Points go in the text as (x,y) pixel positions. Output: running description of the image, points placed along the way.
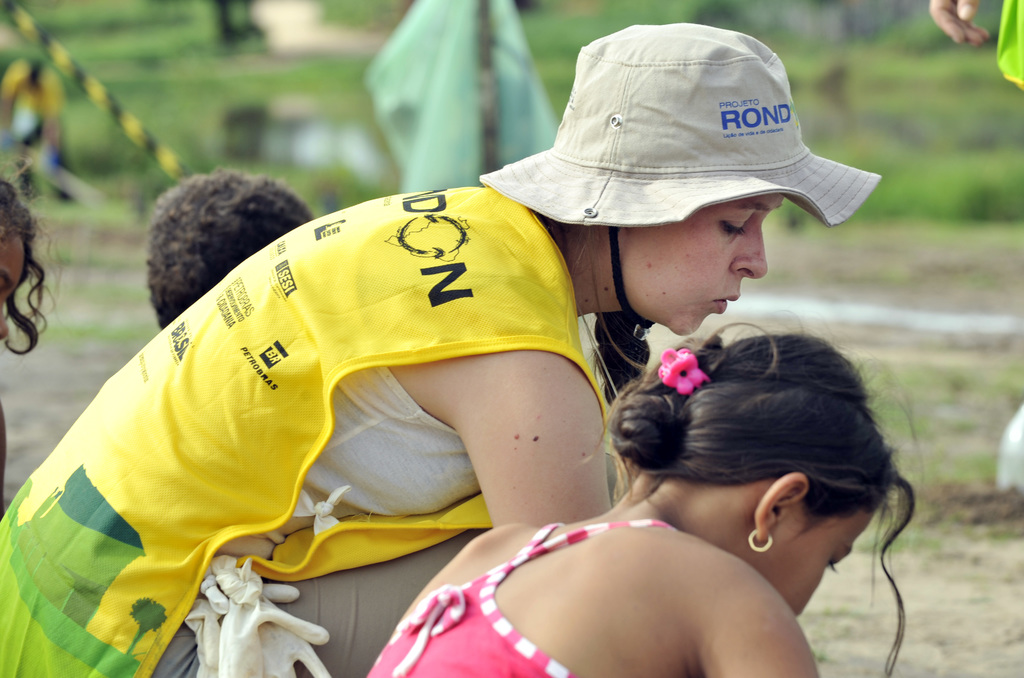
This image is taken outdoors. In the background (86,273) there is a ground (842,160) with grass (957,474) on it. There are a few plants (890,36) on the ground (891,121). On the left (21,241) and right sides of the image there are two persons (964,42). In the middle of the image (487,384) there are two women (360,352).
